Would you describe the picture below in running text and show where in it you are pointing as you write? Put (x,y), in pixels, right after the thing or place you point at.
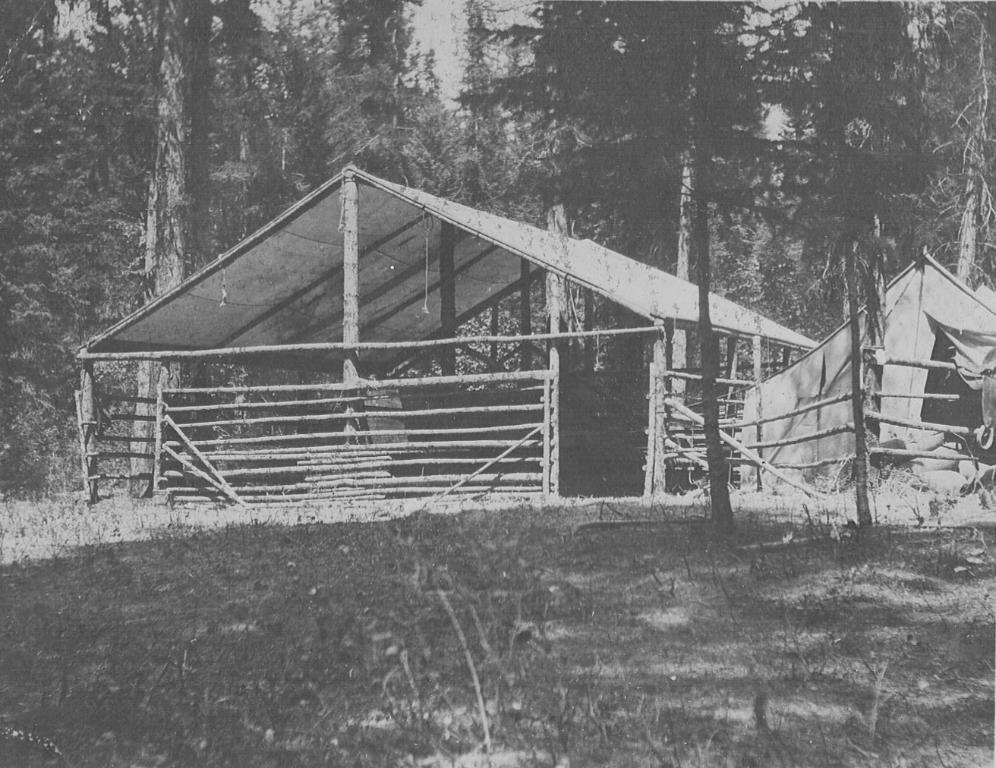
It is a black and white image, there is a cattle farm (569,355) and beside that there is a tent (835,393) and around them there are many tall trees (40,220) and grass (166,637).
